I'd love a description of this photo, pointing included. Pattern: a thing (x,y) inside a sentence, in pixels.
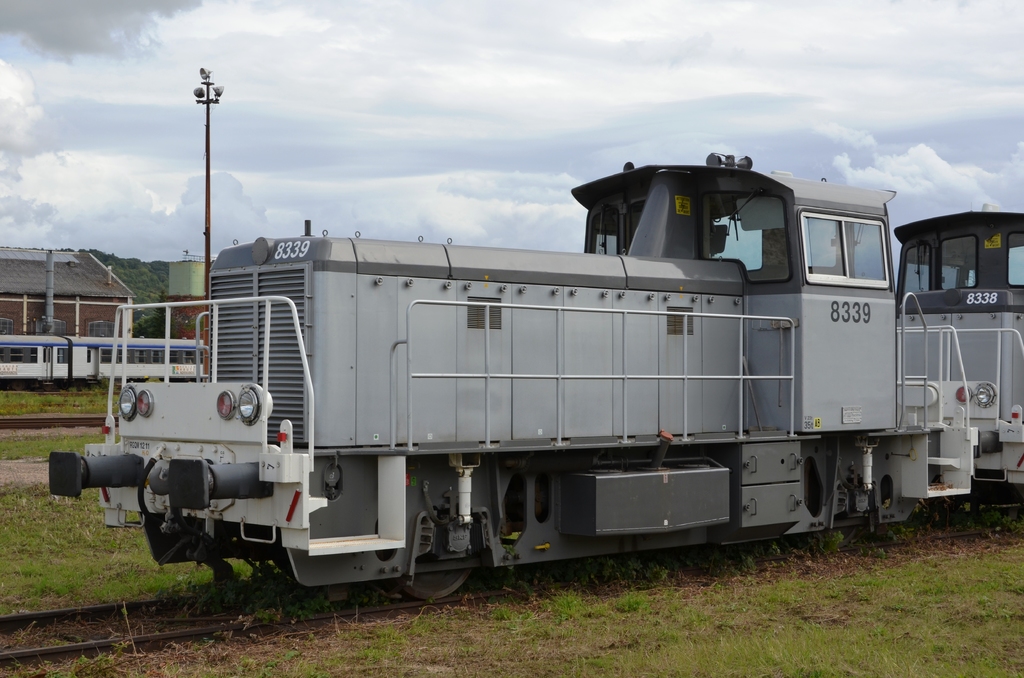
In this image we can see the trains (190,408) on the railway track (144,630). We can also see the grass (939,573), light pole (220,93), houses (22,317) and also the sky (838,145) with the clouds (923,78).
